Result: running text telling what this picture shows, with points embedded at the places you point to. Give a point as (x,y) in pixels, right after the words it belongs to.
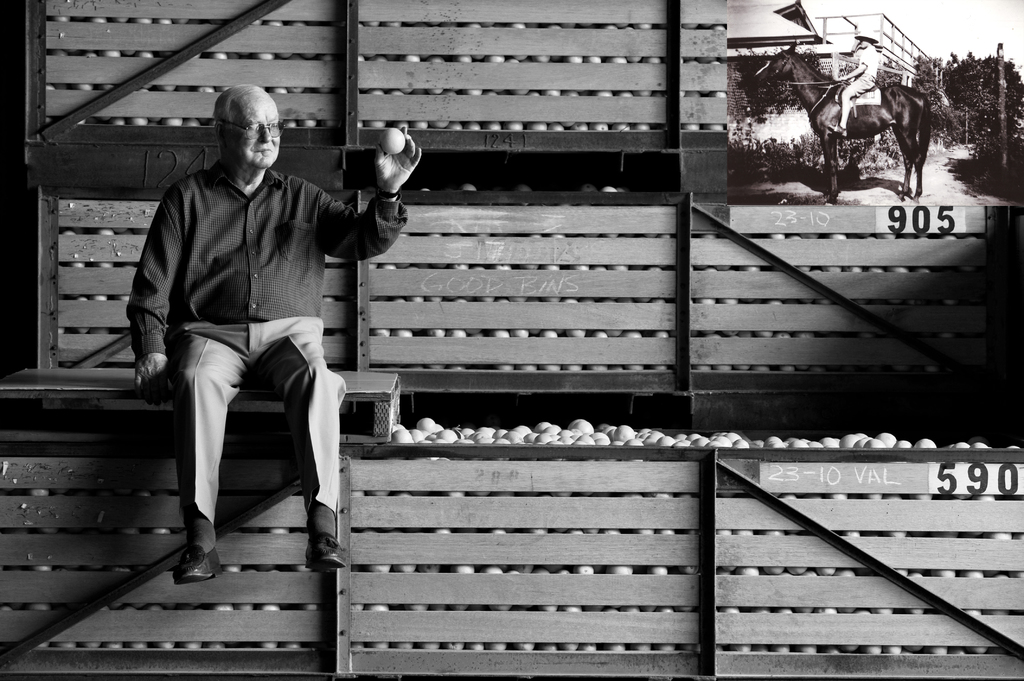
In the picture we can see a man (213,414) sitting on the box (106,419) of fruits (855,442) and he is holding a fruit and showing and beside him we can see a box (384,448) with full of fruits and behind him also we can see some boxes (569,199) of fruits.
